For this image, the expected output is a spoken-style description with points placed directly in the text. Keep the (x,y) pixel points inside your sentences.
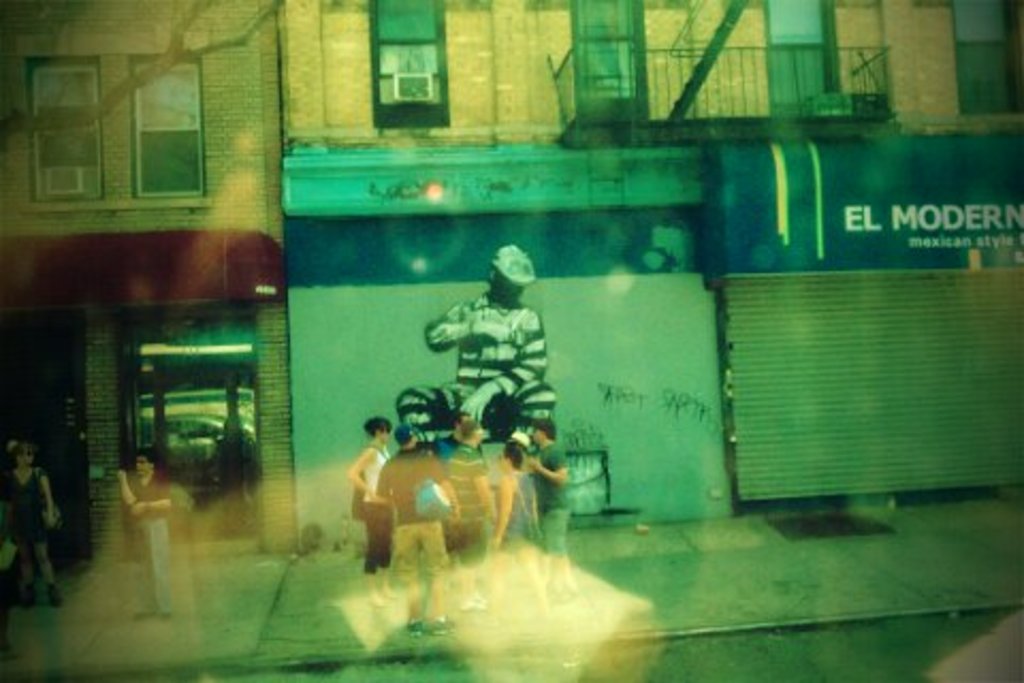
In this image we can see some group of persons (416,539) standing on the footpath (327,576) and at the background of the image (230,198) there is building (189,298) to which there is a painting (431,325) and some shops (856,360) and the painting (486,366) is of a human being (487,364).
